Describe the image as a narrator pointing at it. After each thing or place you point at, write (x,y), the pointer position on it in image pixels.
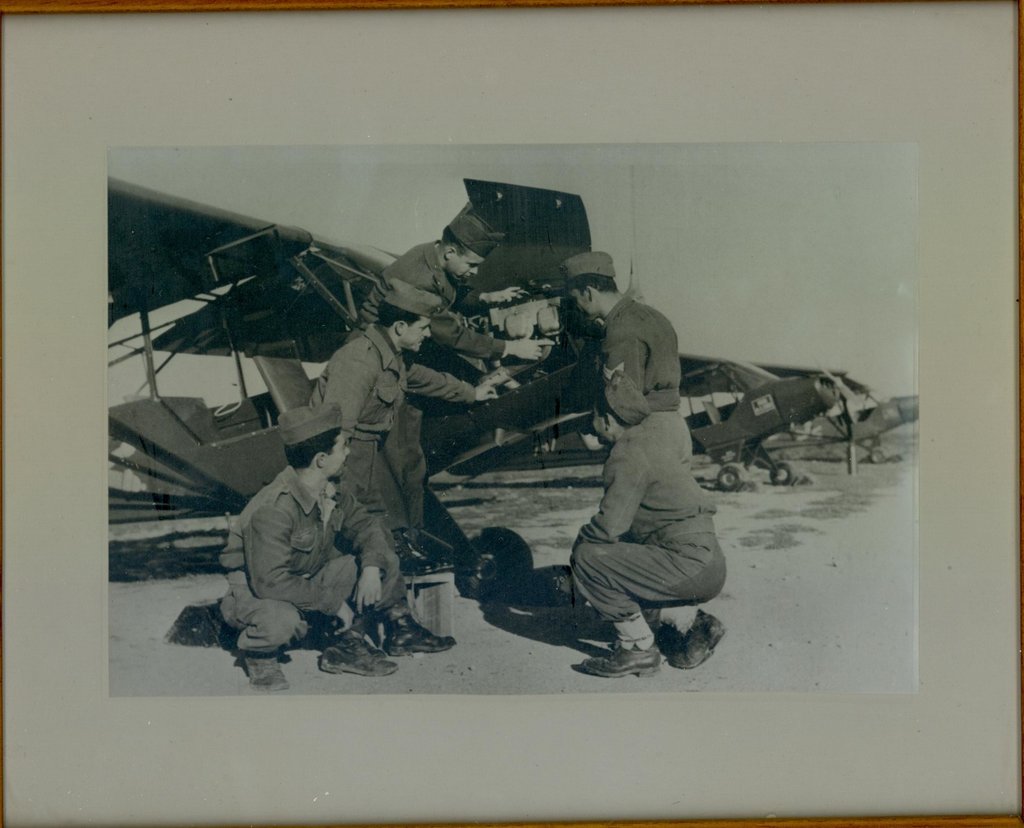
In this image we can see a photo frame (785,756), in the photo frame (519,808) we can see a few people (650,498), airplanes (530,454) and other objects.
